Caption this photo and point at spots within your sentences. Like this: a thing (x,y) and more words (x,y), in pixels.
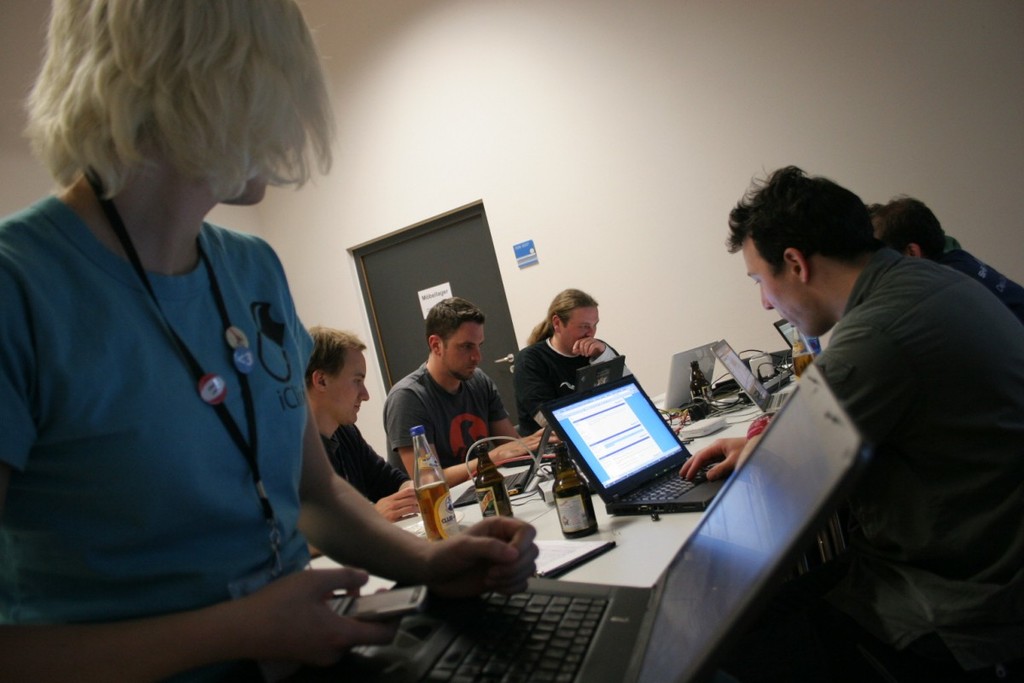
In this image we can see a few people (528,379), in front of them, we can see a table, on the table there are some laptops (600,443), bottles (574,473), cables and some other objects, in the background (920,53) we can see a door (486,366) and the wall (864,117).
